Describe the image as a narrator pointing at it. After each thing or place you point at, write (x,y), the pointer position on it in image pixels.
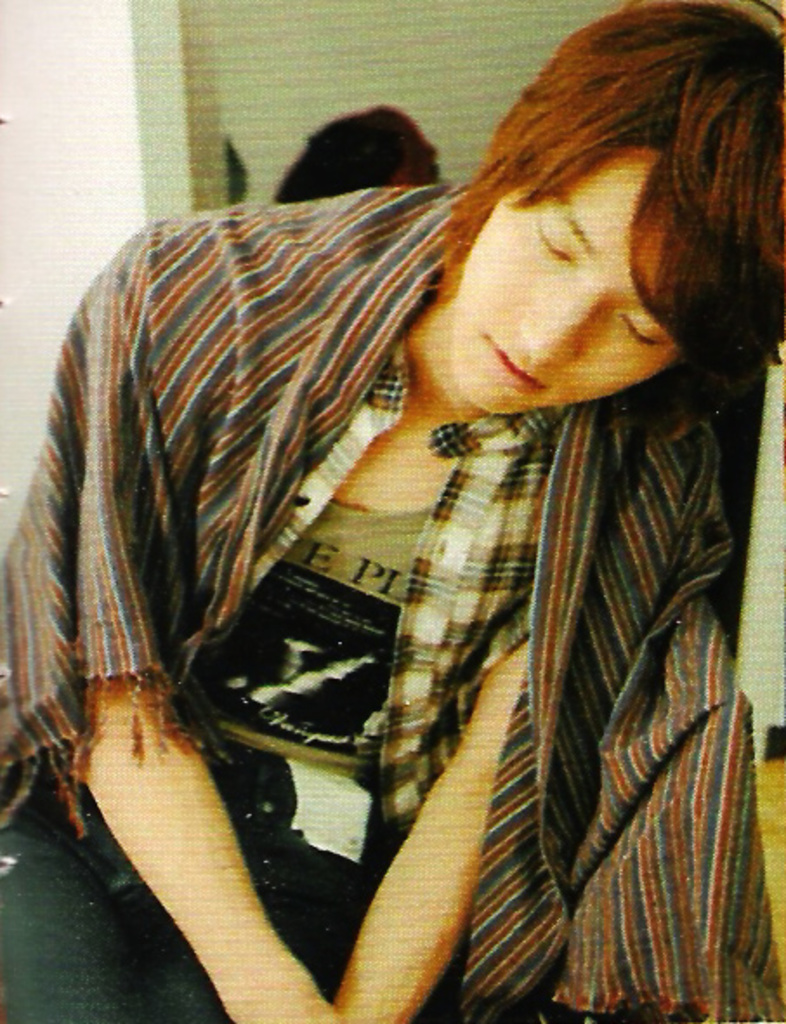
In this image I can see a person (585,553) sitting and the person (553,546) is wearing brown and black color scarf (236,310) and black color pant (104,992). Background (321,169) I can see the other person (365,164) and the wall (90,112) is in white color.
